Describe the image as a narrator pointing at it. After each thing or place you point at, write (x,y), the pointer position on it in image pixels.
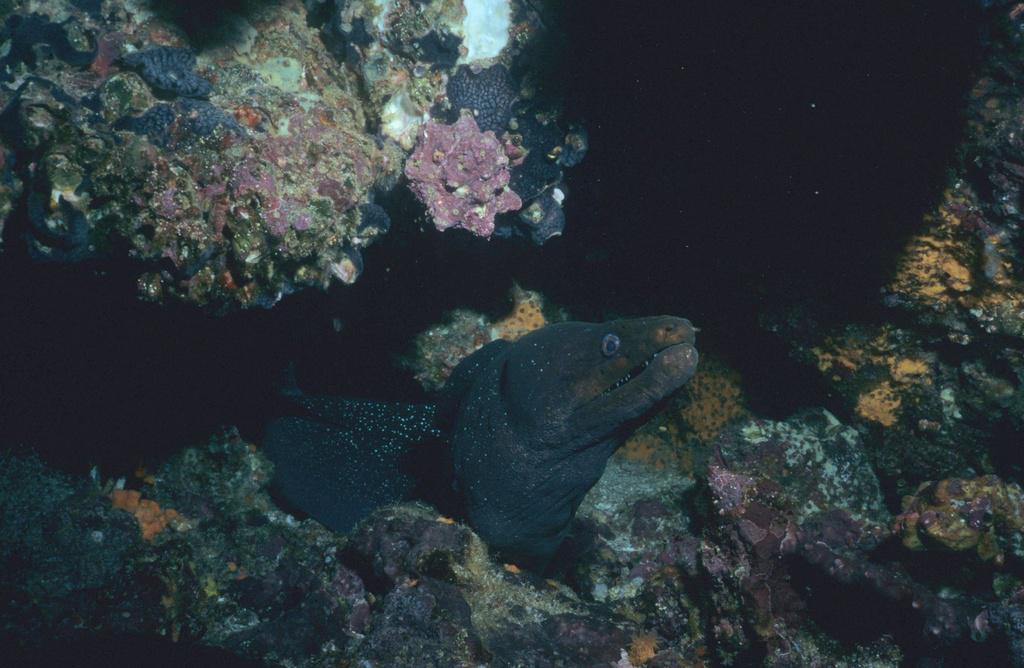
In this image there is a fish (637,418) under the water (121,414). Around the fish (669,333) there is a coral reef (307,32).
